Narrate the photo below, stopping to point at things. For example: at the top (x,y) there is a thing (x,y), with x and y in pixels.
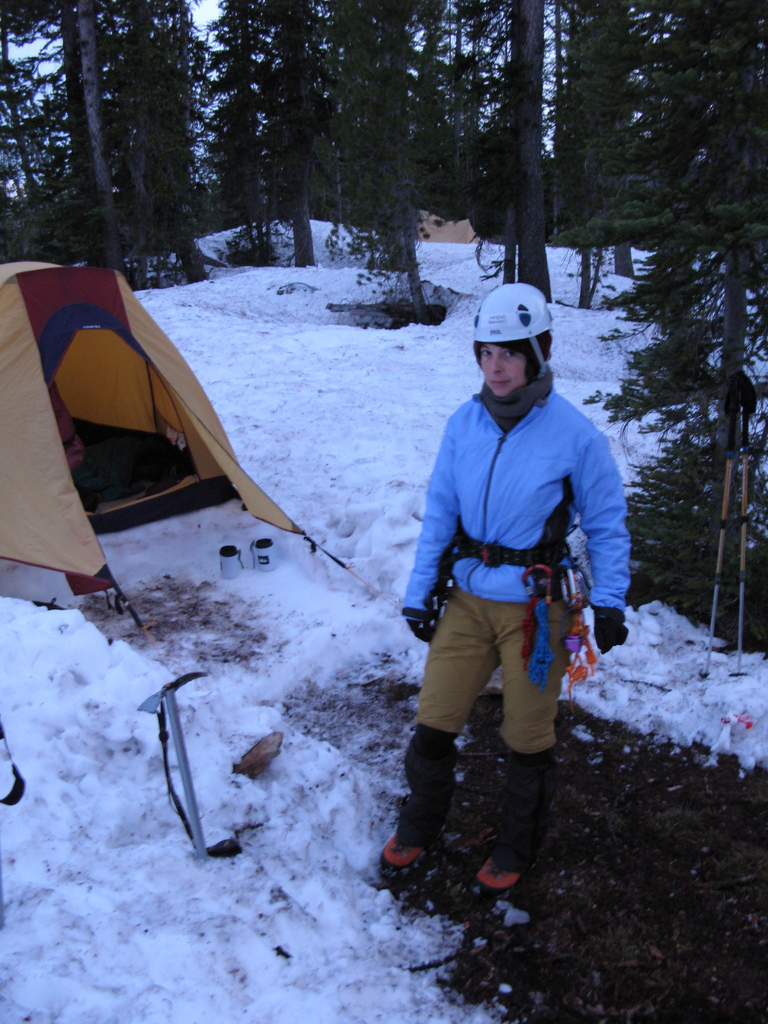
In this image in front (501,298) there is a person (542,387) wearing a helmet (501,312). At the bottom of the image (183,913) there is snow (269,650) on the surface (427,396). On the left side of the image (40,284) there is a tent (127,428). In front of the tent (82,585) there are a few objects (264,548). In the background of the image (268,129) there are trees (374,25).
